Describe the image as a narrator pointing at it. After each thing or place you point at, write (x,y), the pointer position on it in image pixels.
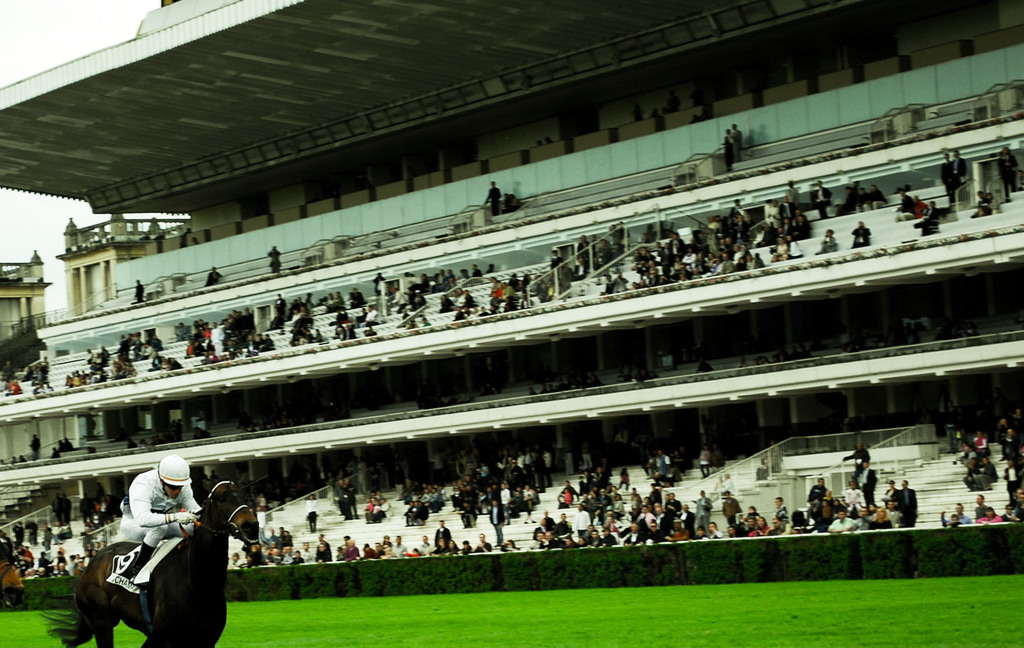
In this picture we can see a person (183,509) riding a horse (179,559), this person (178,486) wore a helmet (177,476), at the bottom (452,621) there is grass (514,630), we can see some people (730,218) sitting here, there are some stairs (26,498) here, we can see the sky (57,33) at the left top of the picture (51,22).
